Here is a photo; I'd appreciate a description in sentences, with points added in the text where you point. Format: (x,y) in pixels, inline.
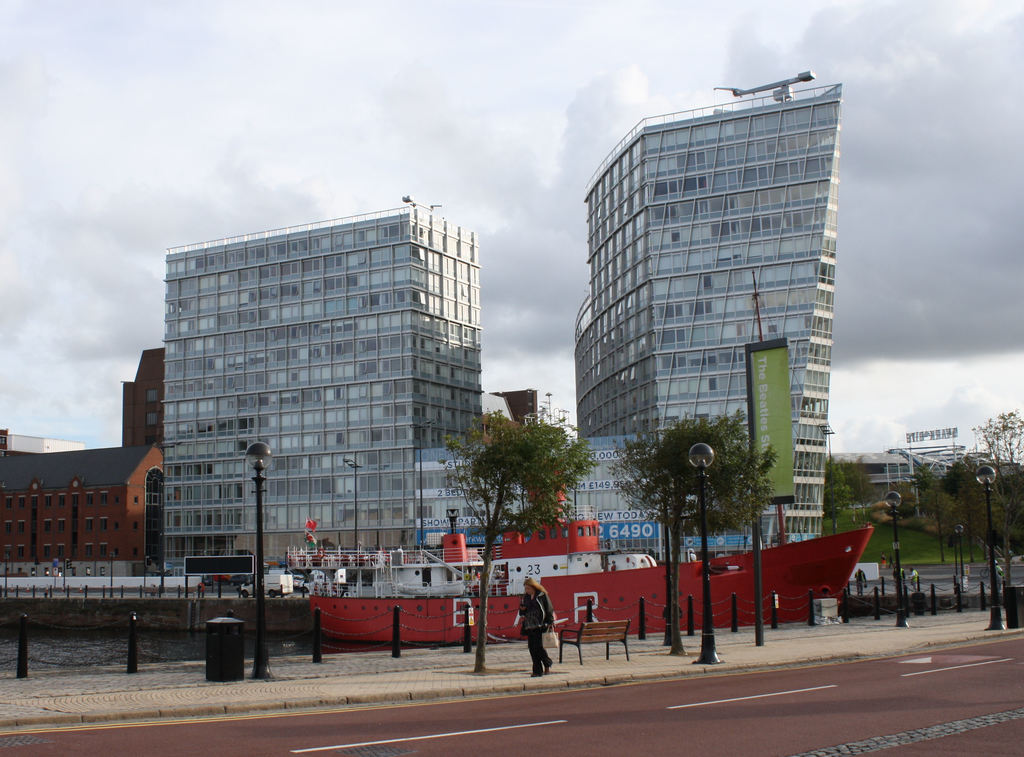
In this image there are two tall buildings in the middle (365,412). In front of them there is a wall (116,603). Beside the wall (105,601) there is a water (157,638) on which there is a ship (398,582). At the bottom (589,708) there is road (958,667). Beside the road (862,682) there is footpath (333,662) on which there are poles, trees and a bench (609,630). At the top (564,50) there is the sky (517,49).
